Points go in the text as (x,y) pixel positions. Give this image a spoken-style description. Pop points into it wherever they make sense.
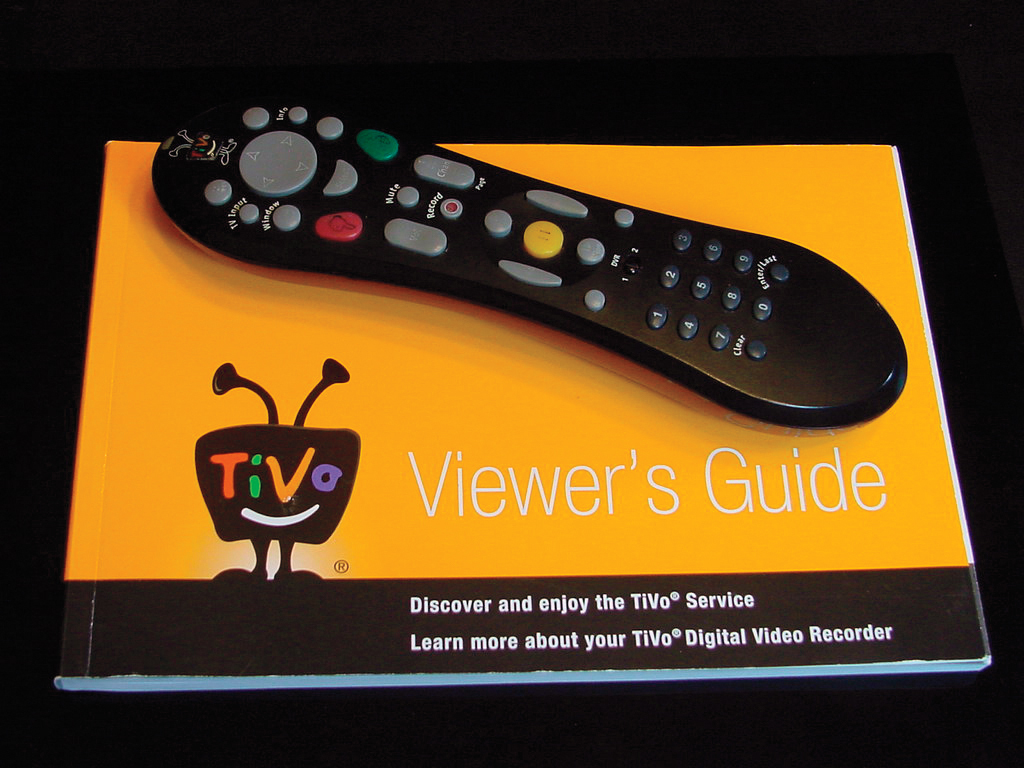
In this image we can see a book (458,352) and name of the book (429,392) is viewers guide. On the book (455,369) there is a remote (803,331).
